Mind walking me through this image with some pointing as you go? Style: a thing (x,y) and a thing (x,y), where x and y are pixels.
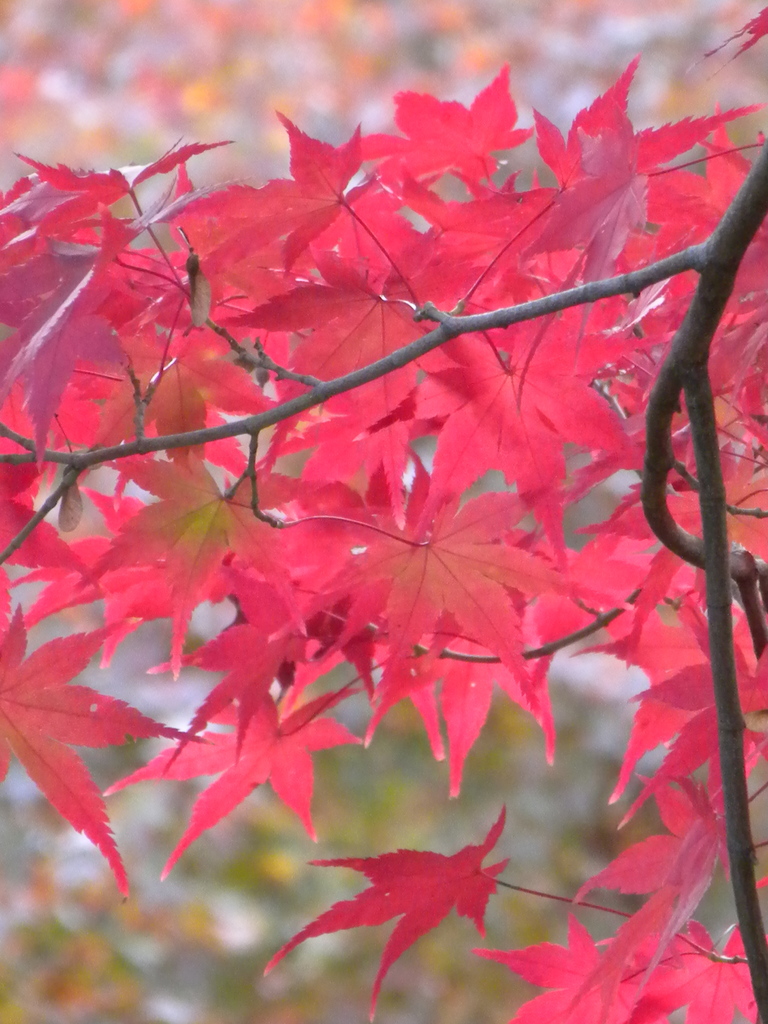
In this image there is a plant (348,472), there are leaves (432,660), the background of the image (125,45) is blurred.
